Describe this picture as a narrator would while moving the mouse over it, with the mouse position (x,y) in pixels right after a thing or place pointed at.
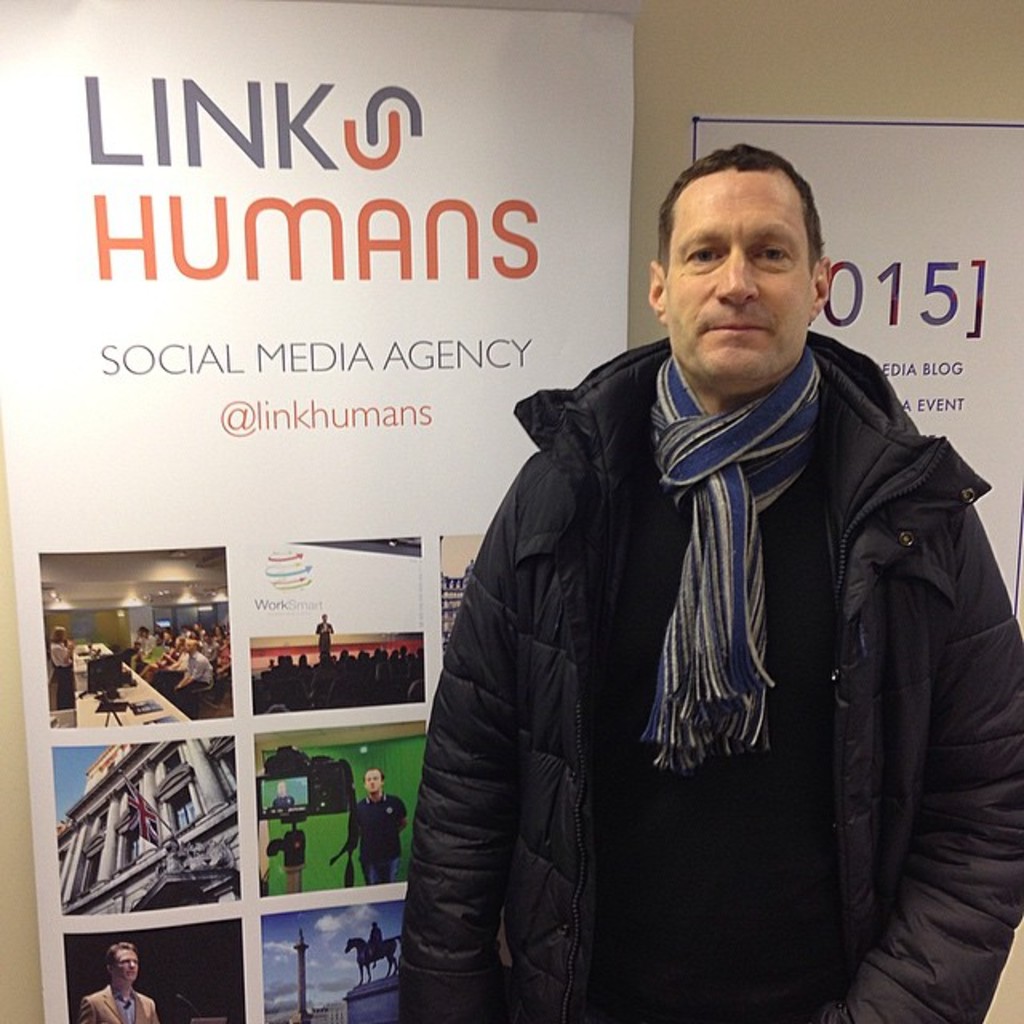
In the image there is a man (682,671) standing in the foreground (627,919) and behind him there are two posters (619,126).
